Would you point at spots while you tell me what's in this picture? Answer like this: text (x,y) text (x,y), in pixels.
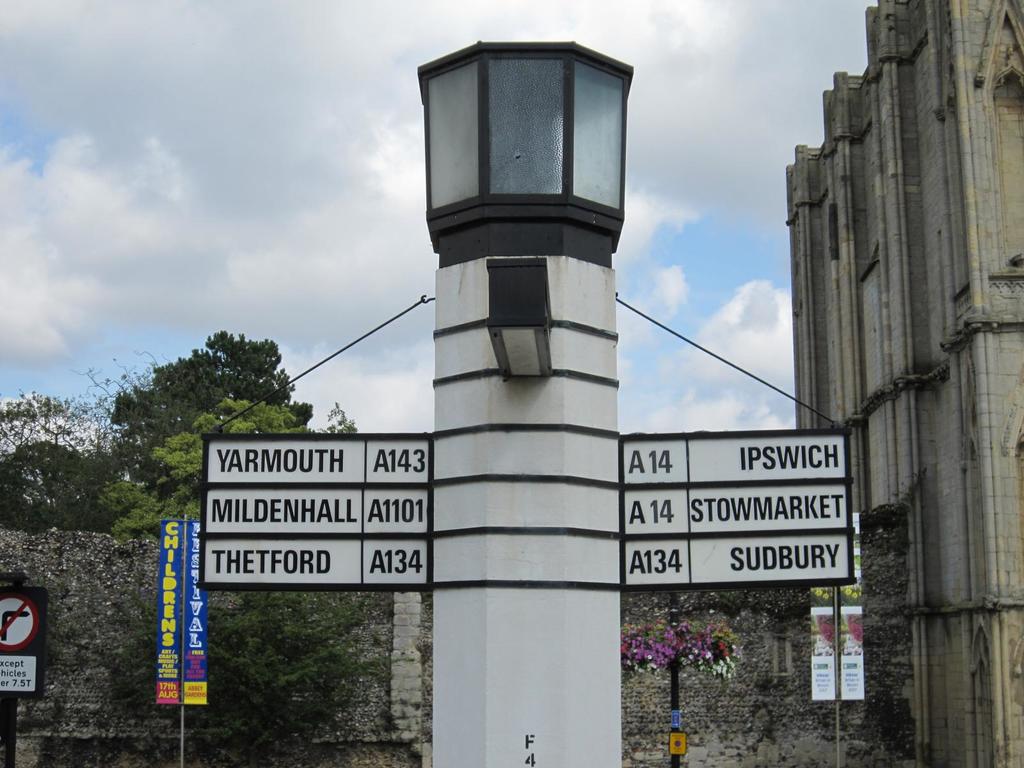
In the foreground of this image (526,464), there is a signage pole (569,619). In the background (941,326), there is a building (990,312), wall (771,741), poles (838,640), posters (186,649), plants (187,708), sign board (18,631) and few trees (86,469). On the top (29,129), there is the sky (110,58) and the cloud (130,58).
